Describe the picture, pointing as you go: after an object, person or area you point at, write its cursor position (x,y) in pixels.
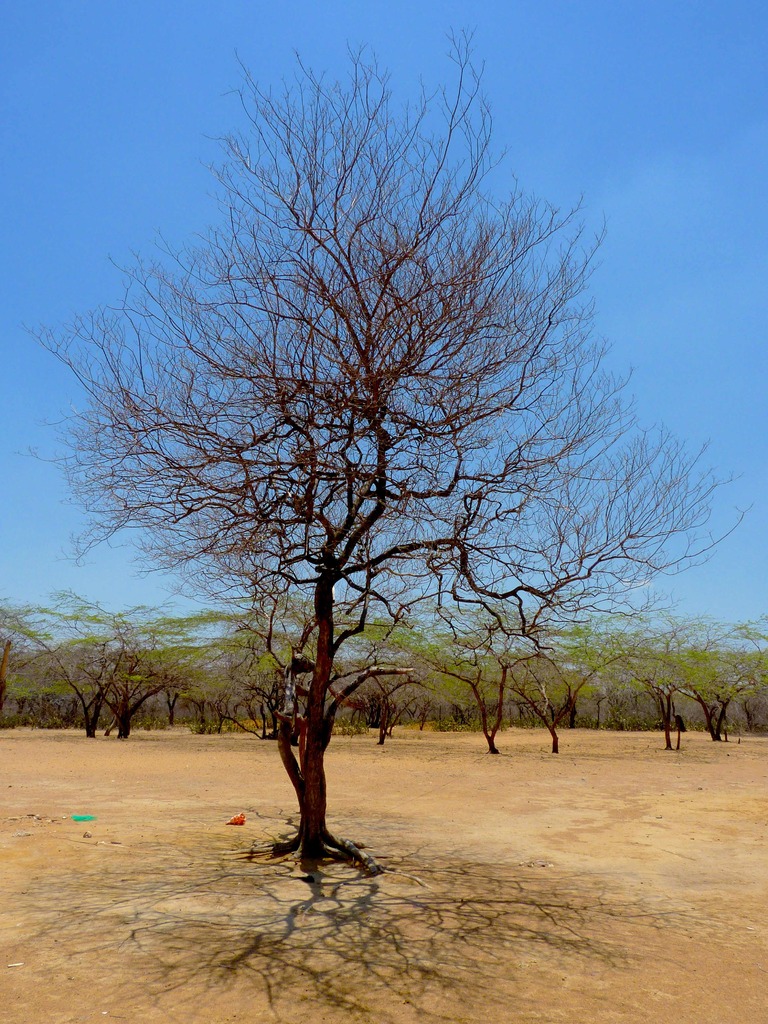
Here we can see trees (344,697) on surface (471,802) and sky (644,245).
